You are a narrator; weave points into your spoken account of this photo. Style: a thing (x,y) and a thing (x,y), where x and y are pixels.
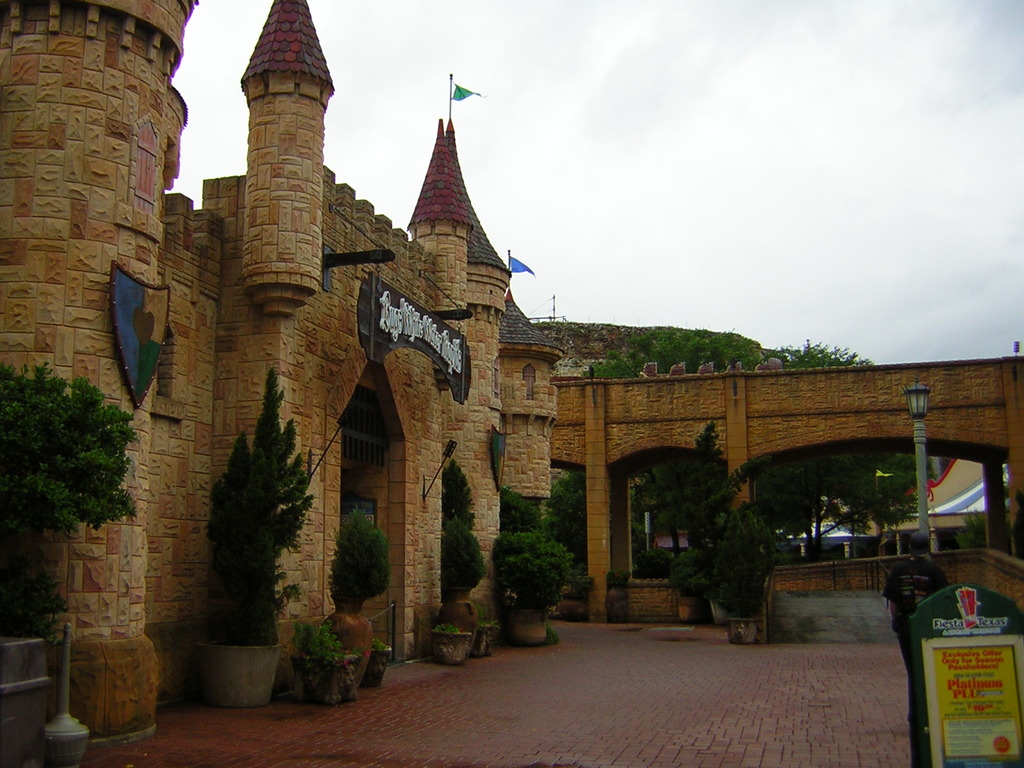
In this picture we can see name boards (985,682), shield (136,324), house plants (244,564), pillars (594,501), light pole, building (514,396), flags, trees (654,357) and some objects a person (909,559) and in the background (618,244) we can see the sky (597,162) with clouds (710,139).
